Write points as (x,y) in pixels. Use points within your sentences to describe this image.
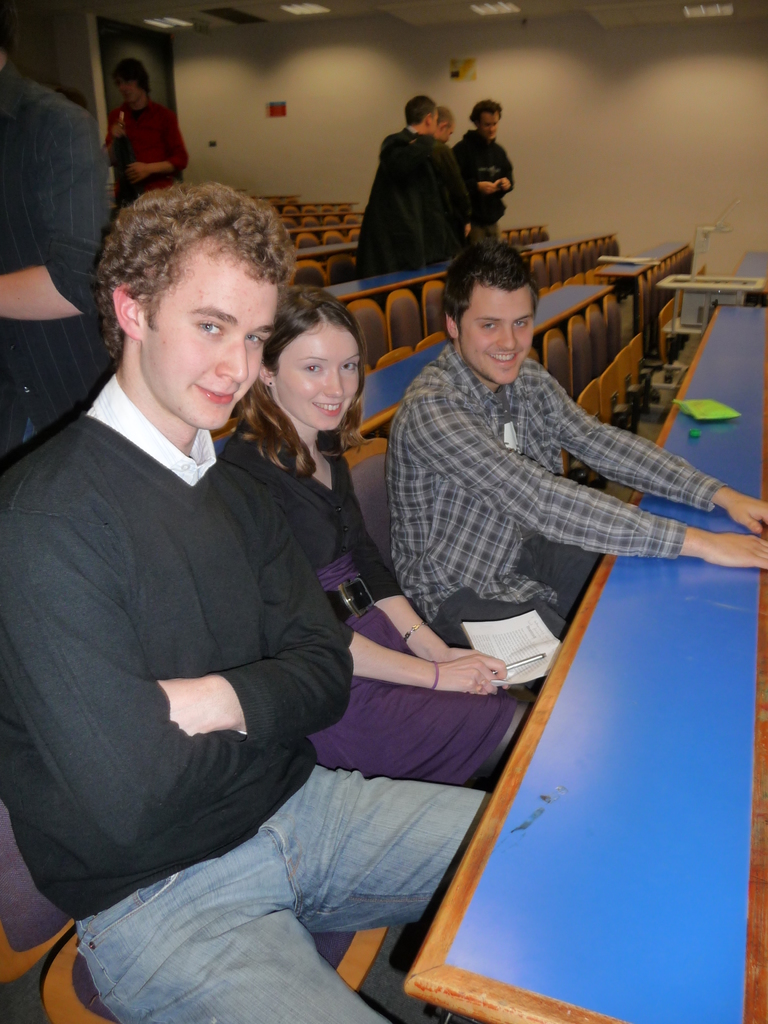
There are three persons (296,521) sitting on the chairs (43,903). This is table (732,902). And here we can see some persons (170,136) are standing on the floor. In the background (557,119) there is a wall (192,56) and these are the lights (513,10).
